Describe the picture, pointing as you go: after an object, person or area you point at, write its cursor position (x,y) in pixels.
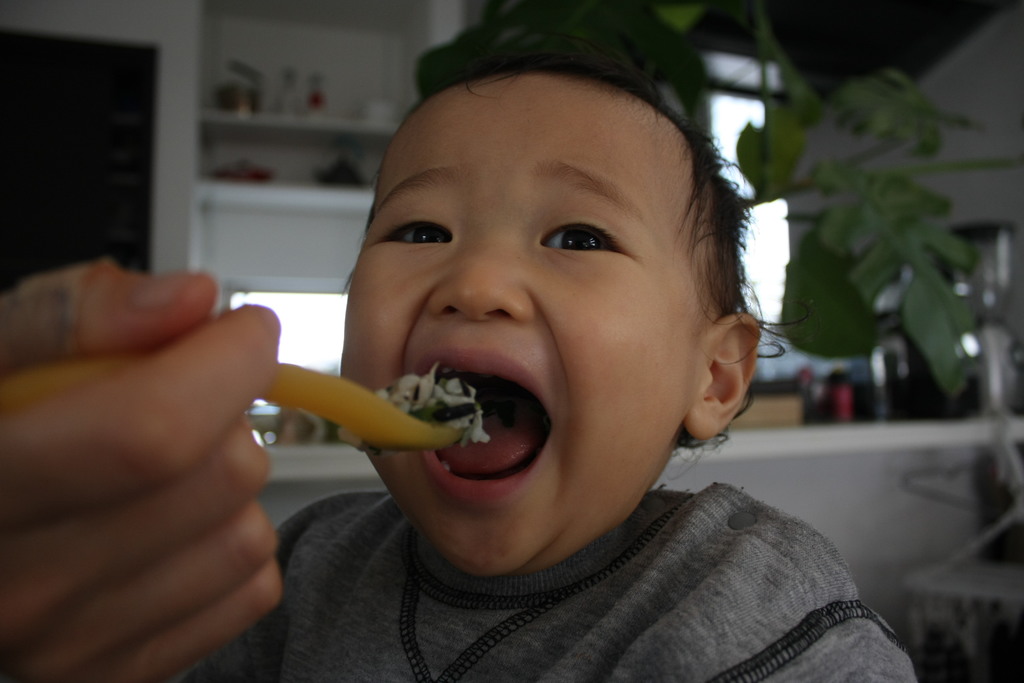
In this image I can see a person (331,586) wearing gray color shirt (432,600). In front (135,388) I can see a human hand (255,383) holding a spoon (297,383) and the spoon (314,398) is in yellow color. Background (843,223) I can see a small plant (768,95) in green color and a window (720,108).
